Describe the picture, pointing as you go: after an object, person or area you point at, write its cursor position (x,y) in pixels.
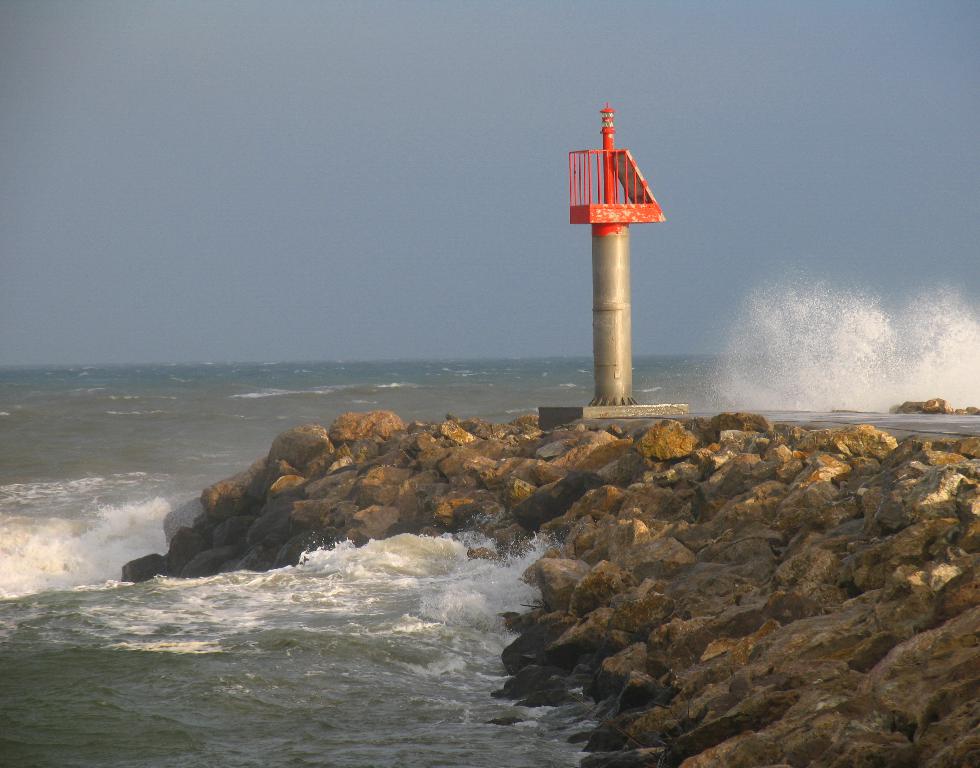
In this image in the center (336,376) there is water (334,615) and in the front (494,493) there are stones (607,487) and there is a pole (612,284) which is silver and red in colour.
